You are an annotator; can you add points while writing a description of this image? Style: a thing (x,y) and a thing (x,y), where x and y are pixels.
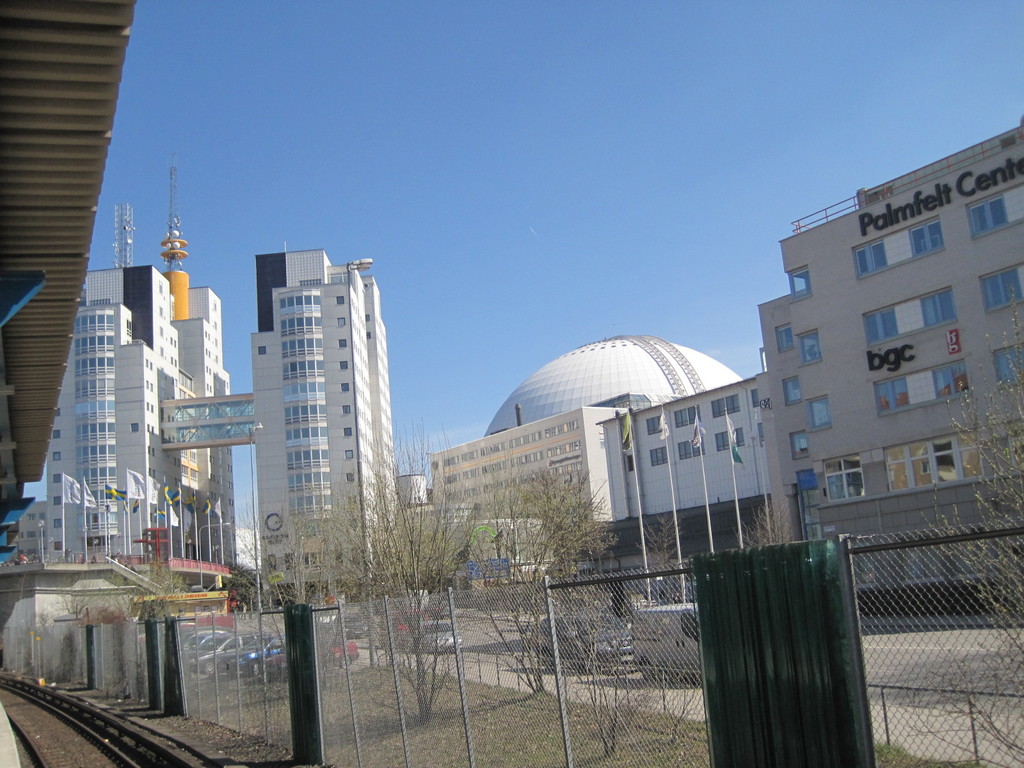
At left bottom of image (48,731) there is a rail track (42,743), beside there is a fence (37,659). There are few plants (395,669) are on the grassland (357,711). Behind there are few vehicles (643,646) on the road (584,675). Left side (79,500) there are few flags (124,490) which are attached to the poles (63,502). Left side (31,88) there is a roof (2,207). In background (282,464) there are few buildings (340,392). Top of image (590,189) there is sky (518,167).
